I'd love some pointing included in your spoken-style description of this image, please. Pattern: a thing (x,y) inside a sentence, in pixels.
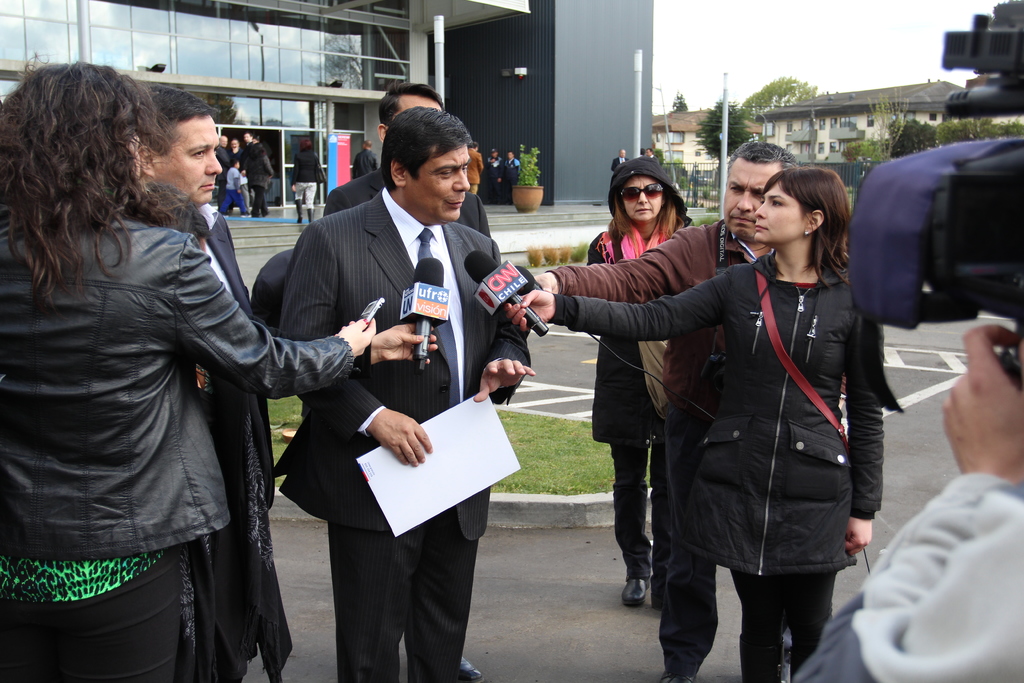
In this image I can see in the middle (484,356) a man (480,393) is standing and speaking. He wore coat (462,299), tie (456,386), shirt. Around him few people (636,544) are standing by holding the microphones (415,309) in their hands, on the right side (920,204) there is a camera (917,244). On the left side (242,93) there is the house (357,86) with the glasses (266,69).
